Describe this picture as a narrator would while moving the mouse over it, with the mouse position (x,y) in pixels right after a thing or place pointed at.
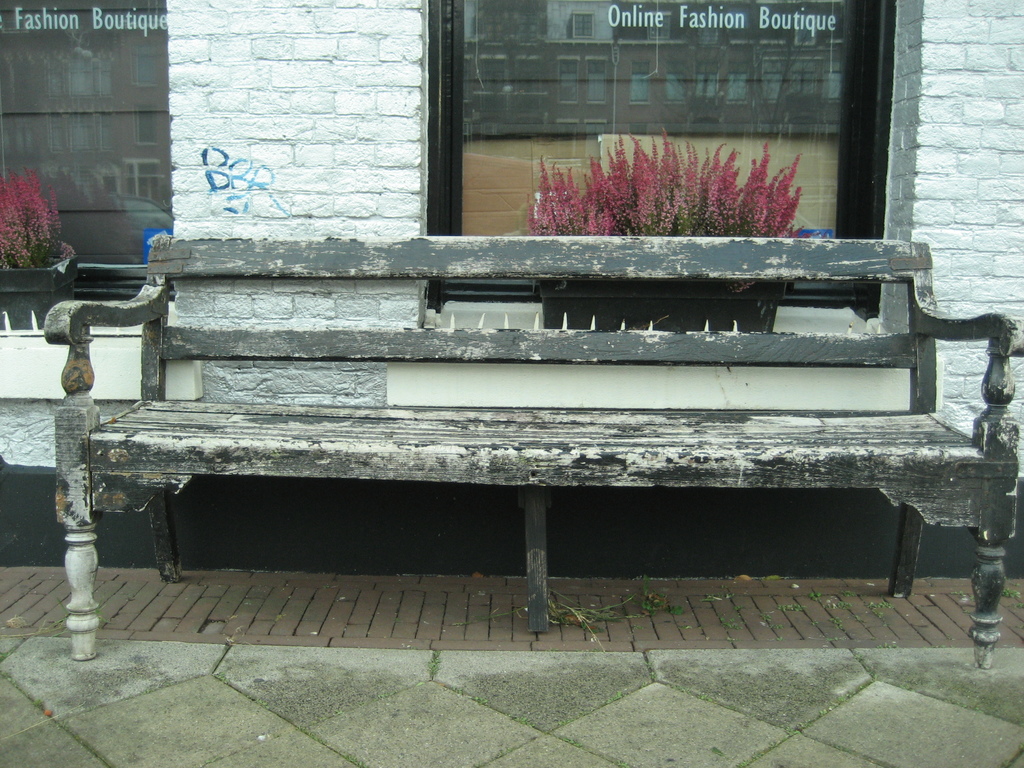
In front of the image there is a wooden bench (359,427), behind the bench (390,248) there are flower pots (16,249) on the glass windows (628,90) with some text (756,19) on it, beside the windows (461,180) there are walls (365,211) and there is some text (267,191) on the wall (311,171), from the glass windows (595,118) we can see the reflection (527,82) of buildings (598,64) and vehicles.
